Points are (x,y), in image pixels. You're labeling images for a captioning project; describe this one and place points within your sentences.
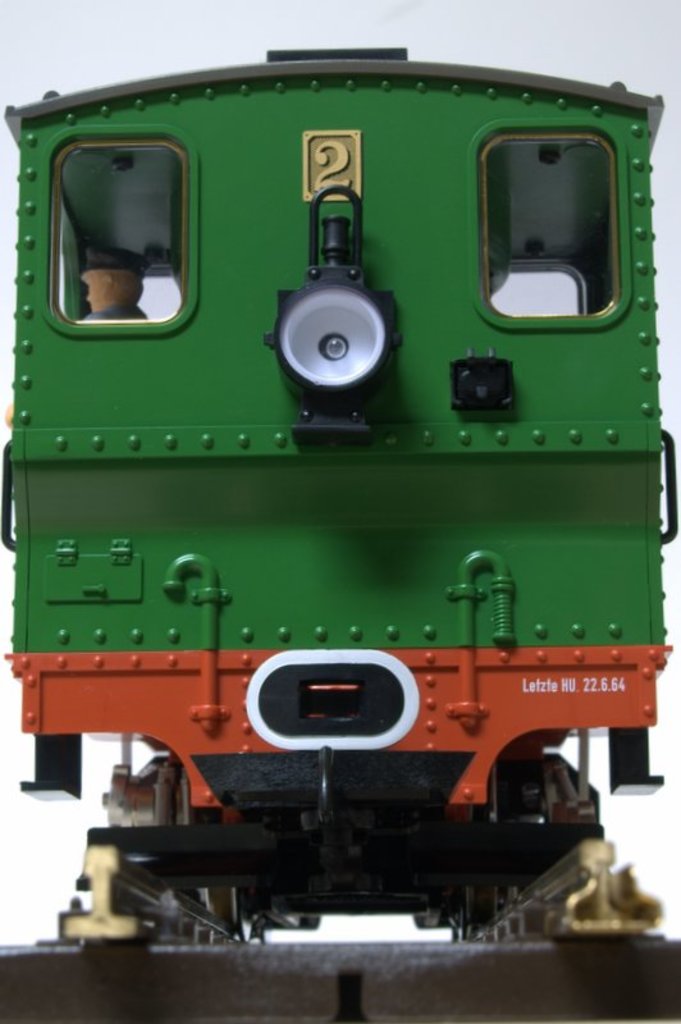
This is an image in the center (372,589) there is a train (388,528) which is green and red in colour. There is a number (323,186) written on the train (342,174).
